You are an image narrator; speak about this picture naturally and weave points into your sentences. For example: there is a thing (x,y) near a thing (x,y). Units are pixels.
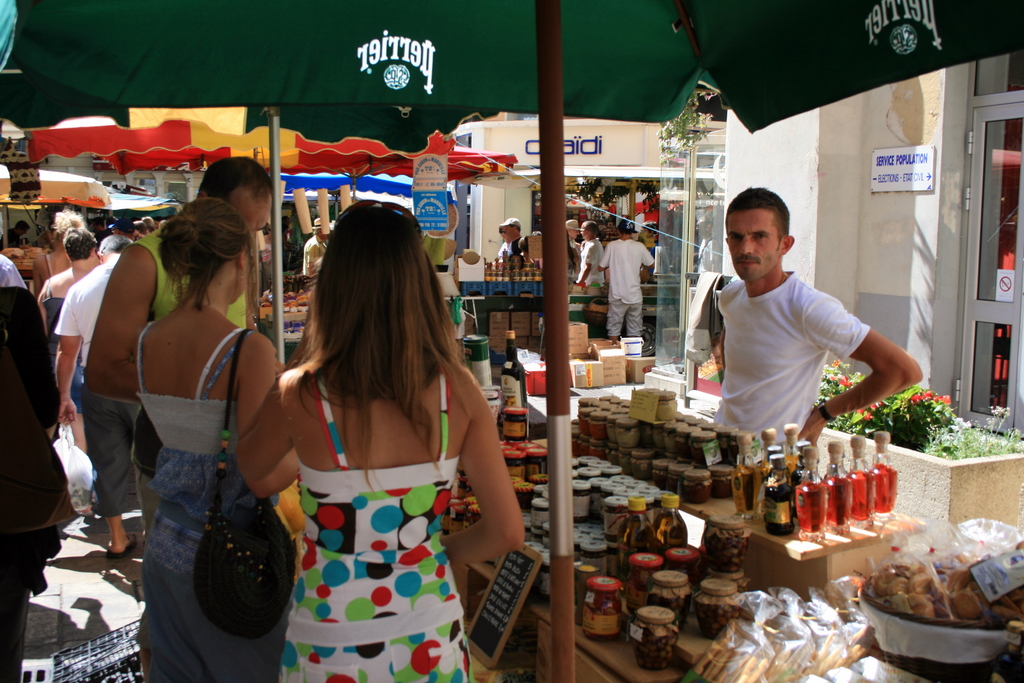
This image consists of many people (816,293). In the front (797,375), the man (778,389) is wearing white T-shirt (766,424). At the top (582,84), there is a tent (591,96). In the background (196,183), there are shops (699,239). To the right (926,183), there is a door (1003,241) along with a wall (955,174).
